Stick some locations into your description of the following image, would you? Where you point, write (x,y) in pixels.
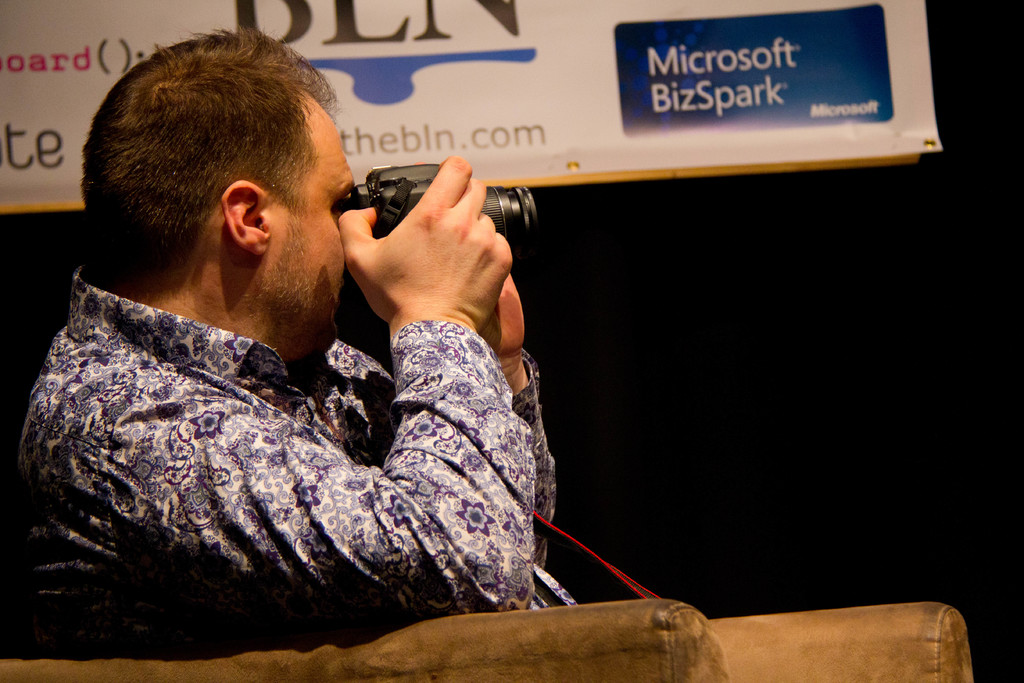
Here we can see a person (131,596) sitting on a sofa (558,616) and he is clicking an image with a camera (373,196).
